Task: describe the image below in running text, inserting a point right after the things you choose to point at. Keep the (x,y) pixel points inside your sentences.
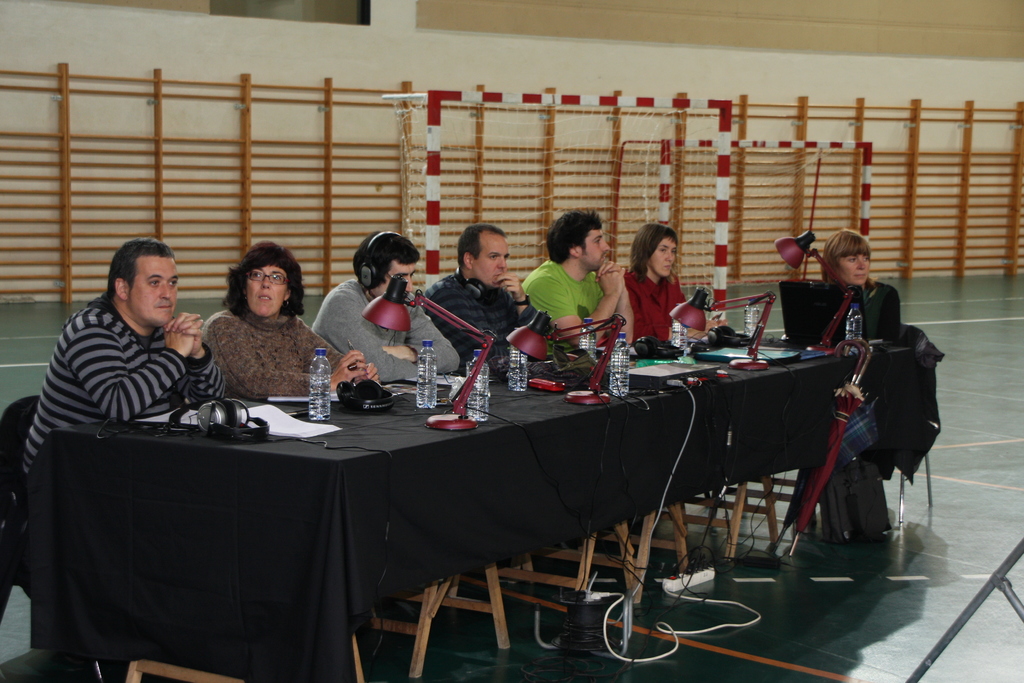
In this image I can see the group of people (512,330) sitting in front of the table (543,400). On the table (650,398) there are water bottles (625,366), lights (590,393) and the headset (231,429).
